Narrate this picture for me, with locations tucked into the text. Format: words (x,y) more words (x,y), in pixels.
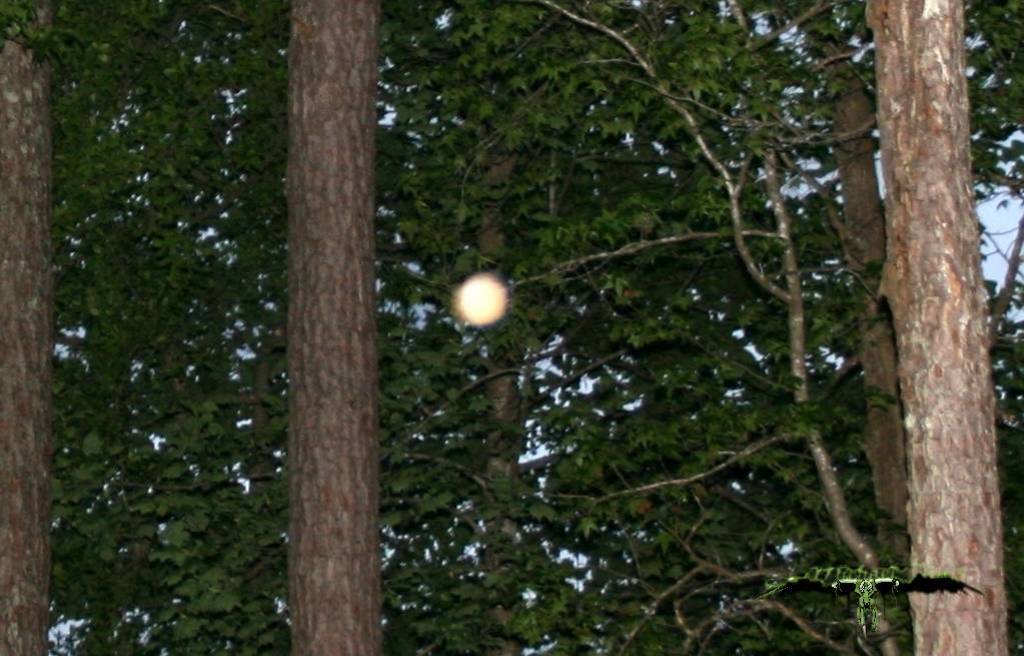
Trees (385,373) are present in this image and there is a watermark (790,585) at the bottom right corner of this image (881,591).
